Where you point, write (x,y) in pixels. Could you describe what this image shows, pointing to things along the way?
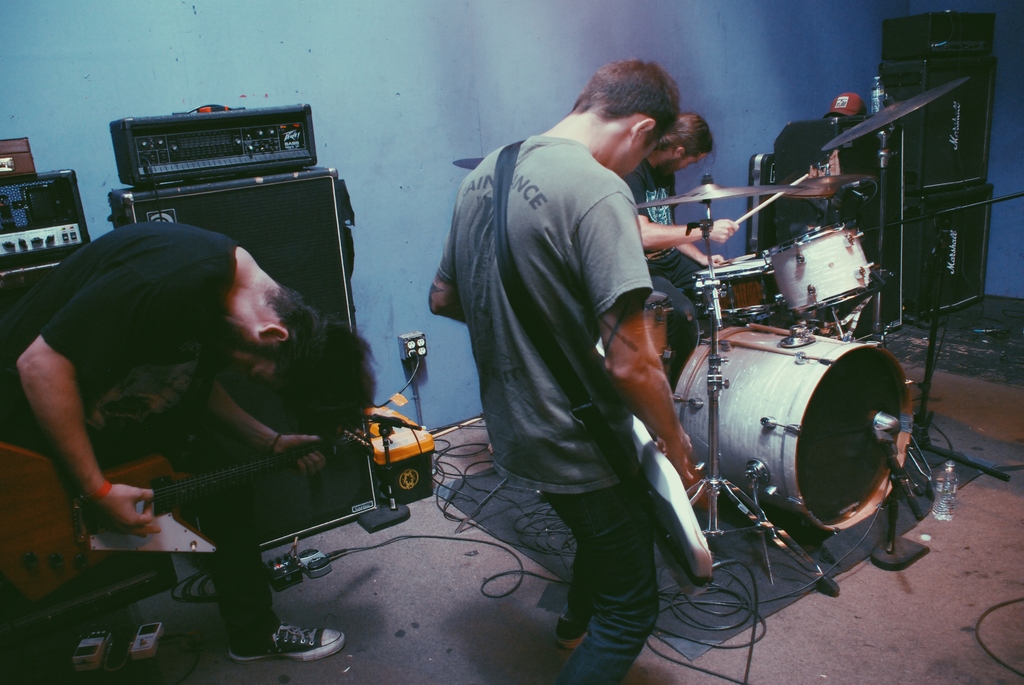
In the center of the image (670,305) there are people (605,531) playing musical instruments (772,196). In the background of the image (496,95) there is a wall (244,89). There are speakers (222,197). At the bottom of the image (813,641) there is floor (487,649).
